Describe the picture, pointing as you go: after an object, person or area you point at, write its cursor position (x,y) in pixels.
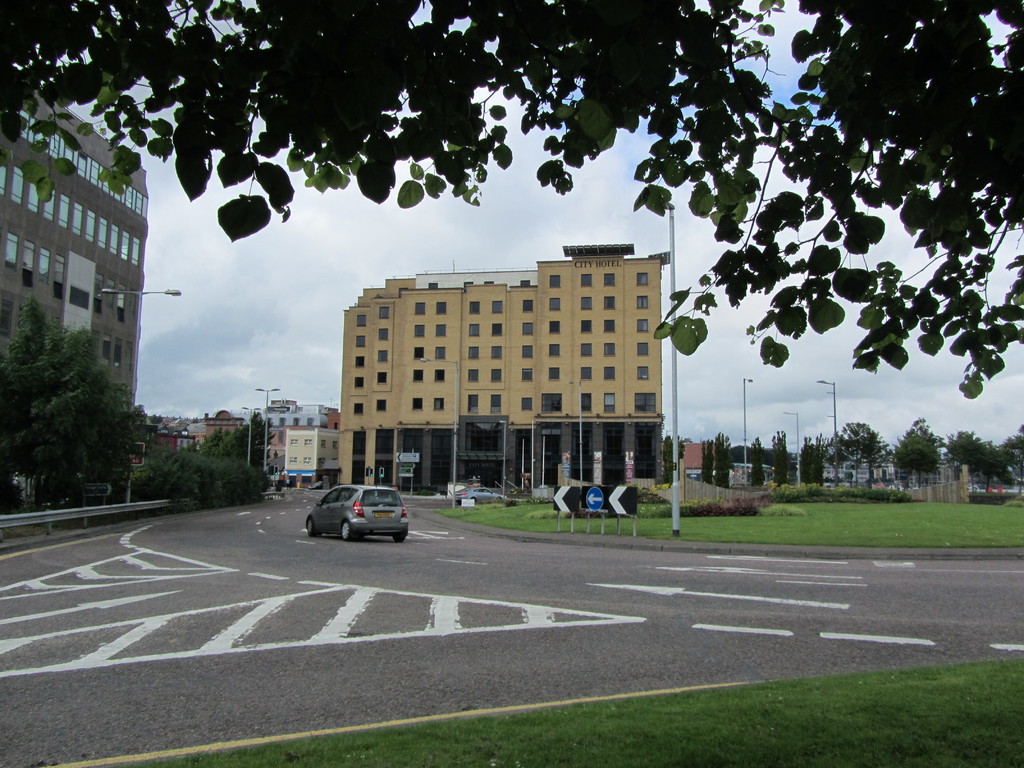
As we can see in the image there are buildings (62,306), street lamps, trees (39,482), banner (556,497), grass (629,532) and car (351,526). At the top (463,232) there is sky (506,235).
